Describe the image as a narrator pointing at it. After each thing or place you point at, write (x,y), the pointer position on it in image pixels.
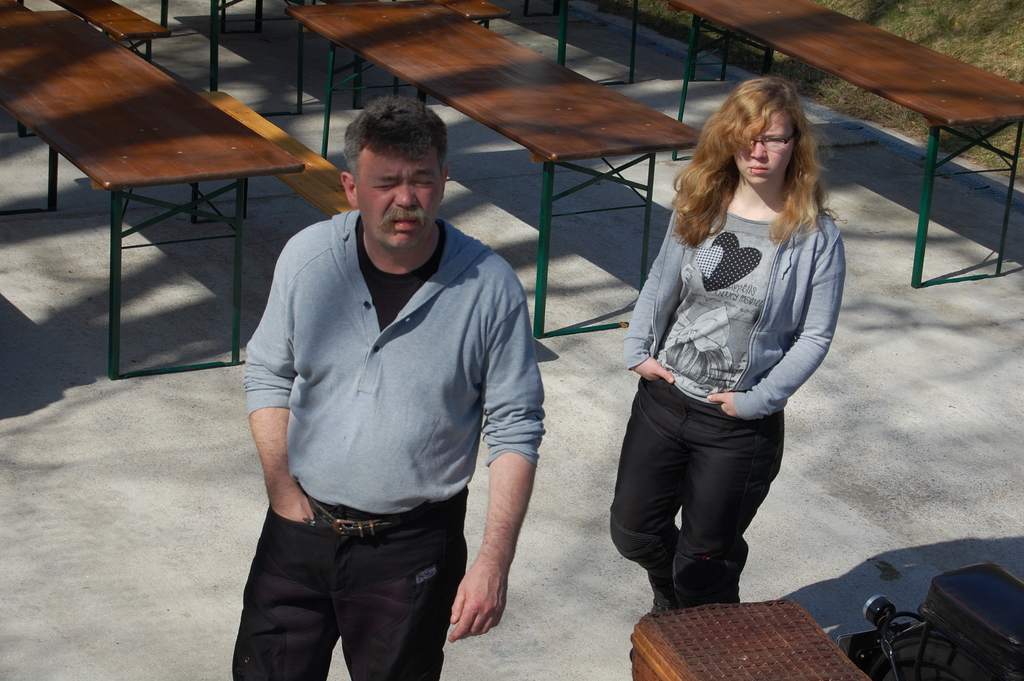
In this image, we can see two peoples (690,391) are standing. Women (744,320) wear a ash color t shirt (742,309) and jacket (769,382), pant (740,468). The left side, men (360,446) wear a jacket (365,415), black color t shirt (384,294), pant (404,556), belt (402,523). Here we can see some benches (441,85) at back (191,115) side. At the right side (964,36) corner, we can see grass (976,49). The bottom, we can see few wires (895,674) and bag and box (725,654).
